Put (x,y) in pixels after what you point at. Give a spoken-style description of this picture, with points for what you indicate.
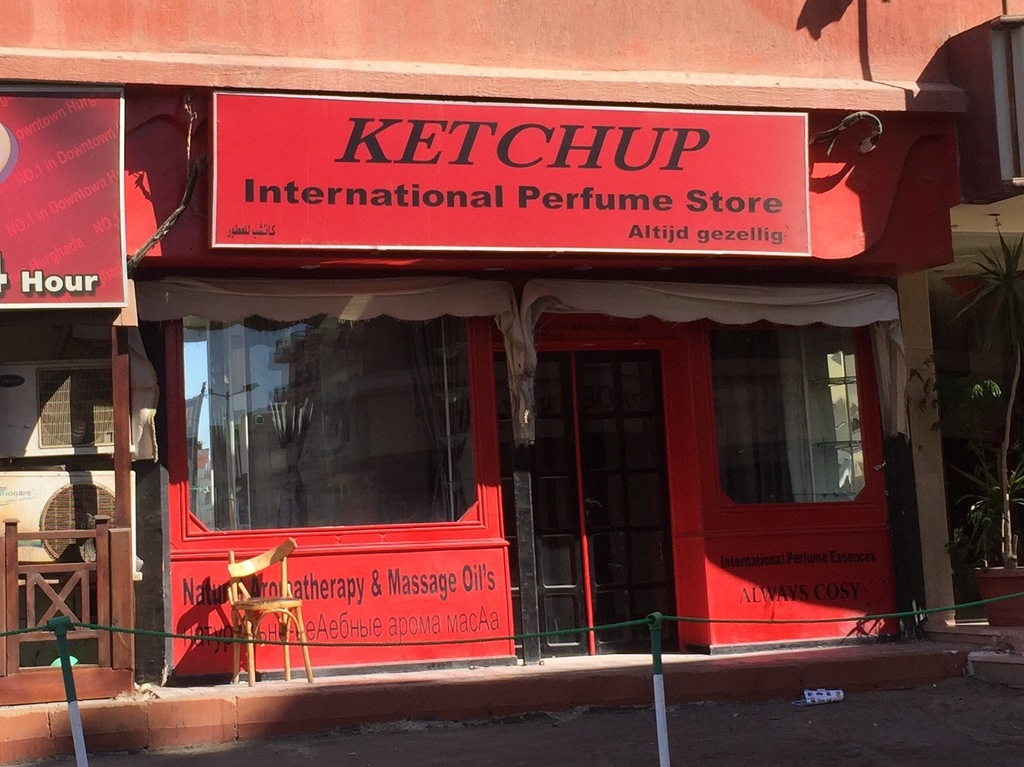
In this picture there is a ketchup store (429,297) in the center of the image (566,405), on which there are glass windows (372,448) and a door (631,533) on it, there is a chair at the bottom side of the image (235,578), there is a plant (1023,309) on the right side of the image (1023,294) and there is a boundary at the bottom side of the image (982,598).
